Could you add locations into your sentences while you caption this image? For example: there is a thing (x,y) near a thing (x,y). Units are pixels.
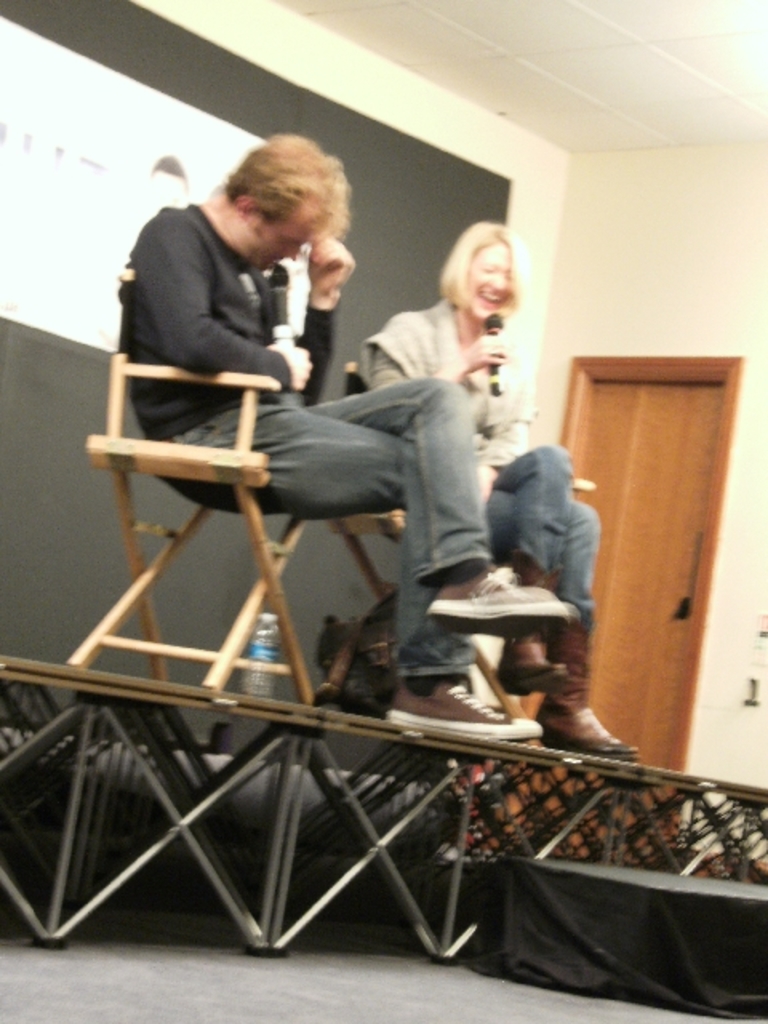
In this image there are two persons (359,467) sitting on chairs (253,476) on a stage (443,749), in the background (468,162) there is a black sheet (481,170) and a wall (712,667) to that wall (737,695) there is a door (678,423), on the top (529,21) there is ceiling (704,63).
